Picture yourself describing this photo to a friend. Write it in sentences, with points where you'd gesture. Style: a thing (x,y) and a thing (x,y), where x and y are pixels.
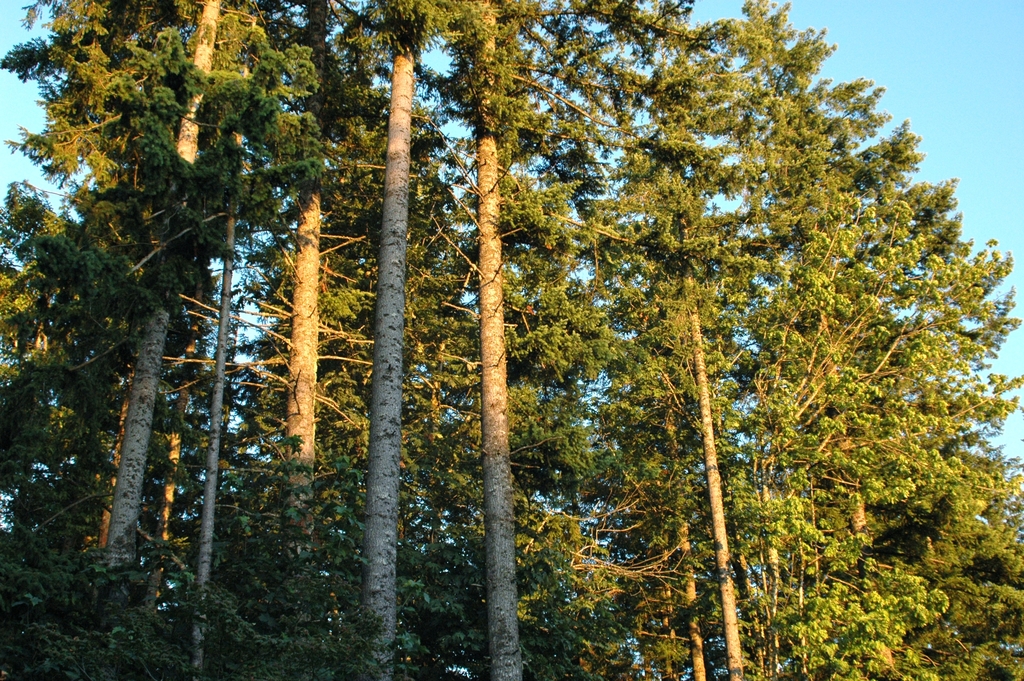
This image is taken outdoors. At the top of the image (918,77) there is the sky (937,119). In the middle of the image (357,401) there are many trees (735,269) with green leaves (136,230), stems (220,406) and branches (279,361).
